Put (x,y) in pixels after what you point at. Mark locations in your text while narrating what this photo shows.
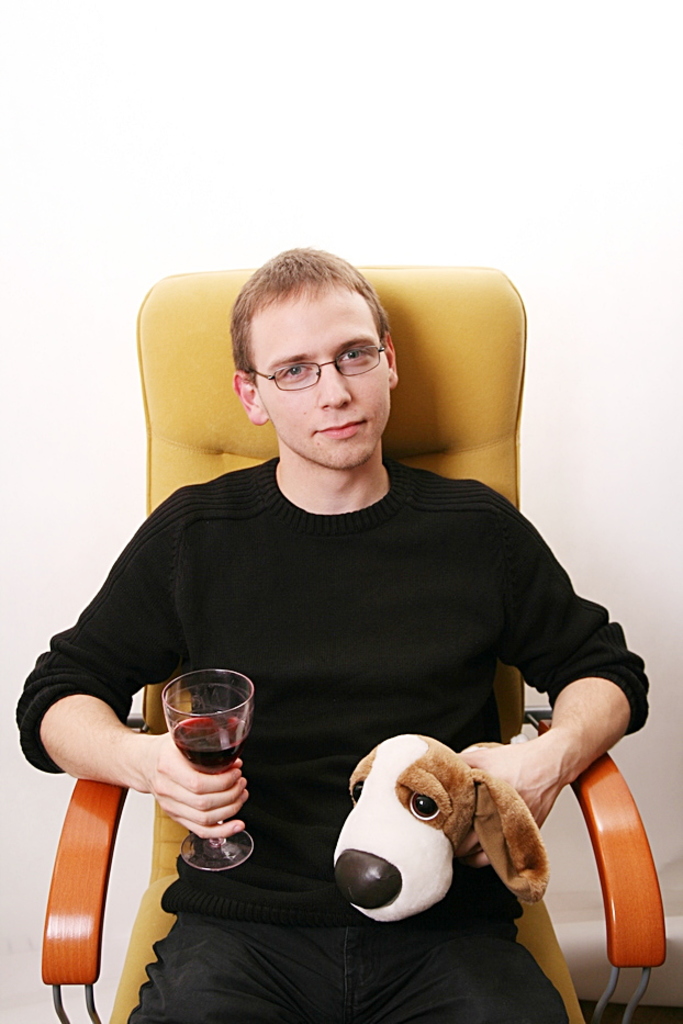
This picture shows a man (195,970) seated on the chair (472,403) and holding a wine glass (217,715) in his hand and a toy (344,873) in other hand (512,770).
